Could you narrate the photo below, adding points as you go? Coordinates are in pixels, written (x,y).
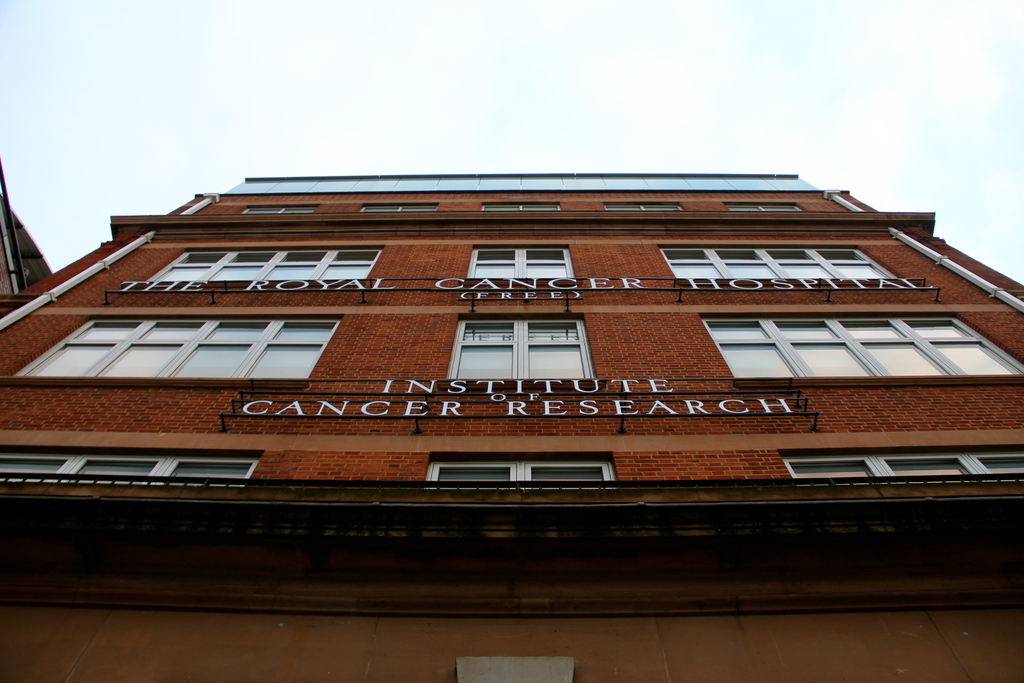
In the center of the image (516,344) there is a building (387,395). At the top (407,106) there is sky (541,106).
